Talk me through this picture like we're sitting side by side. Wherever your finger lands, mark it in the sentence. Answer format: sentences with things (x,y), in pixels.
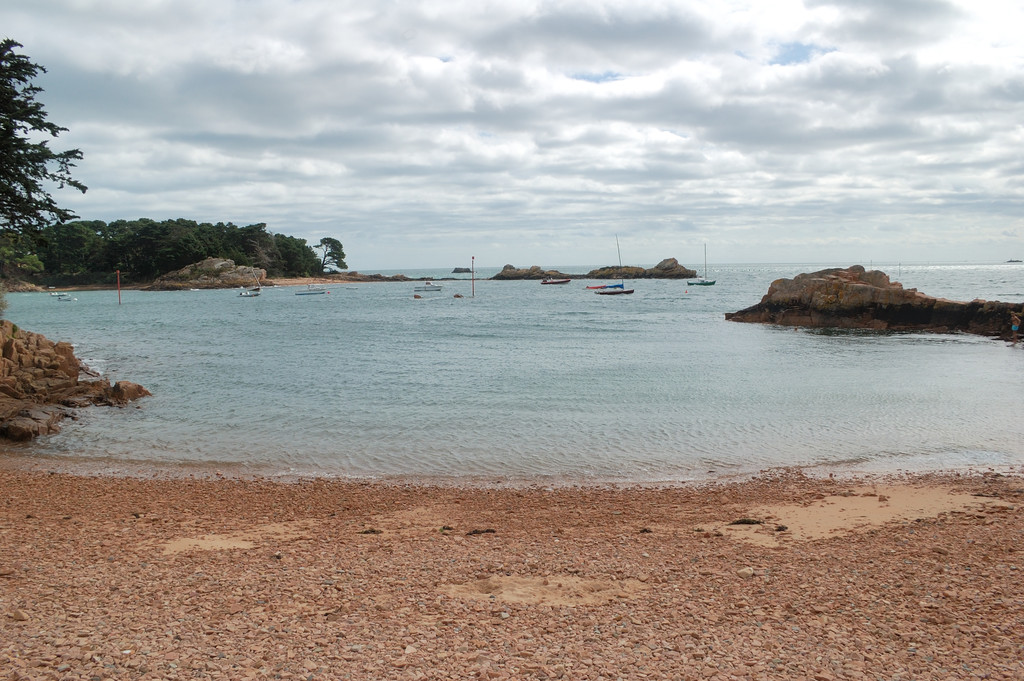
In this picture in the center (479,374) there is water (497,348) sea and there are boats (431,285) sailing on the water (634,282). On the left side (182,256) there are trees (182,230) and on the right side (802,293) there are rocks (814,295) on the water (720,284) and the sky (449,108) is cloudy.
